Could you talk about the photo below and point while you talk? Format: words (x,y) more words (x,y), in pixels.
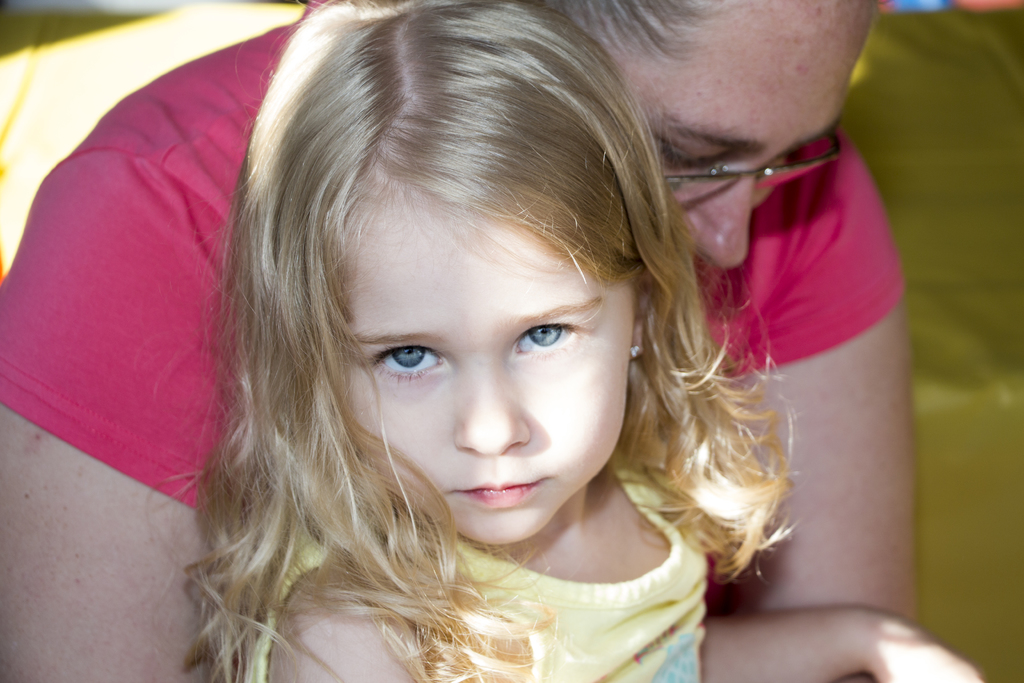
In this picture we can see a girl (468,580) and a woman (721,211). There is a green color object (996,71) in the background (1023,398).
